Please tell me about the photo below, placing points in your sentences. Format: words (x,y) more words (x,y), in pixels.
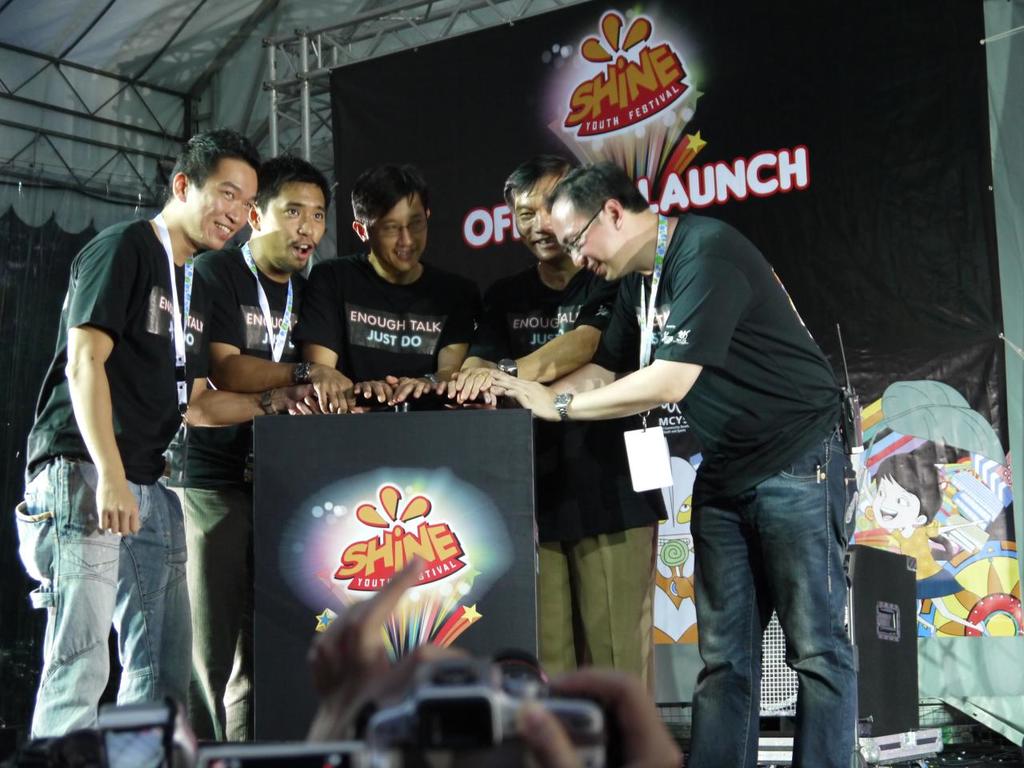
There is some youth fest is being conducted there is a table (285,585) and around the table (330,592) there are five men (414,333). All of them are wearing similar costumes (619,319) and three have an id card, behind the men (374,343) there is a speaker (870,644) and in the background (933,338) there is a banner (602,62) with a logo (641,74).
